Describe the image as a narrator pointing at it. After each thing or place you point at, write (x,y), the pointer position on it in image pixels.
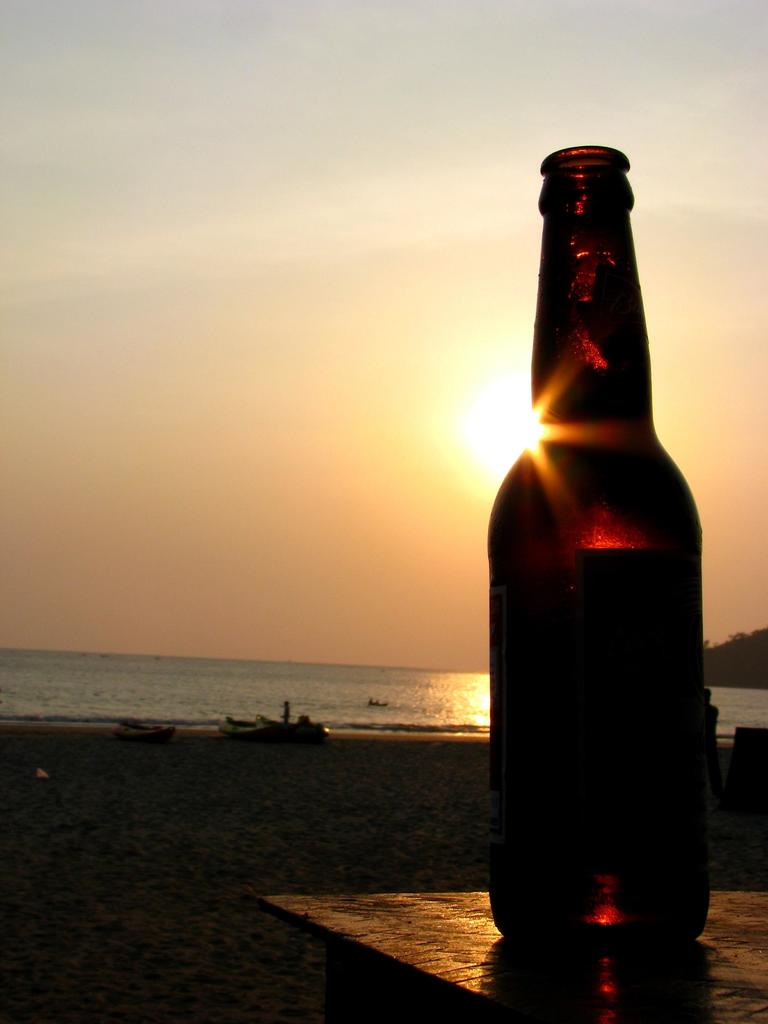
On the right (541,547) we can see beer bottle (522,807) on table (406,986). And back we can see sky (349,436) with clouds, sun (500,435), water (308,679), boat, sand (313,831) etc.
